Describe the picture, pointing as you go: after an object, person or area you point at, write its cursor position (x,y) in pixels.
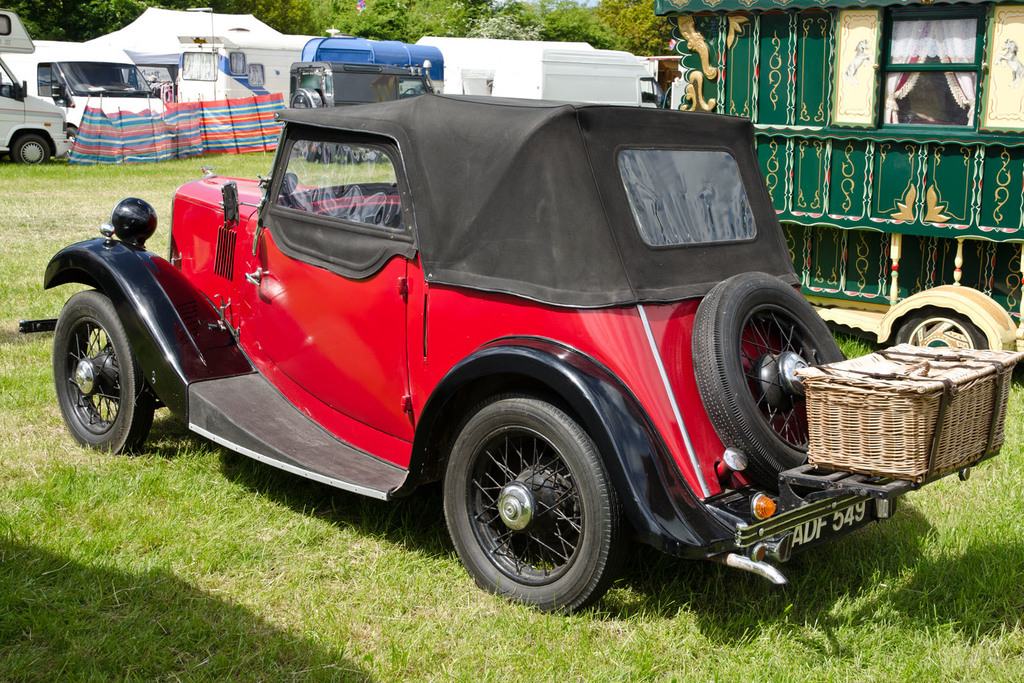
As we can see in the image there is grass (172,554), red color car (299,366), cars (151,104), and trees (442,23).
